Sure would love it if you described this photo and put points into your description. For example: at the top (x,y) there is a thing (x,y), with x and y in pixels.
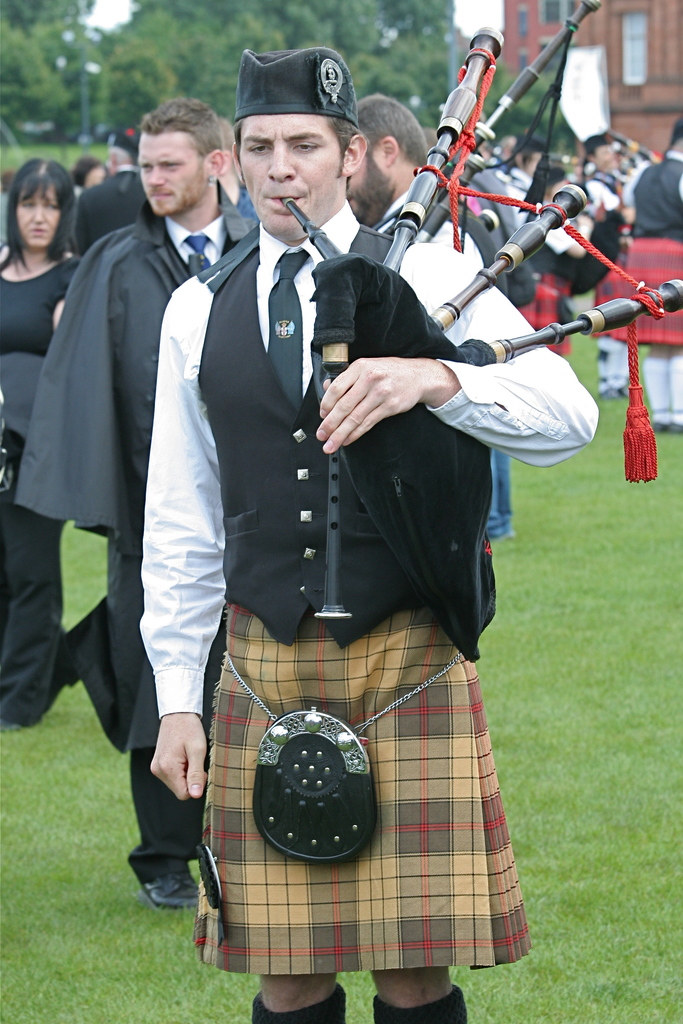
This image is taken outdoors. At the bottom of the image (573,910) there is a ground (559,652) with grass (114,858) on it. In the middle of the image (281,604) a man (342,848) is standing on the ground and playing music with a musical instrument (468,292). In the background (230,59) there are a few trees (230,73) and a building (548,22) and many people (356,199) are standing on the ground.
